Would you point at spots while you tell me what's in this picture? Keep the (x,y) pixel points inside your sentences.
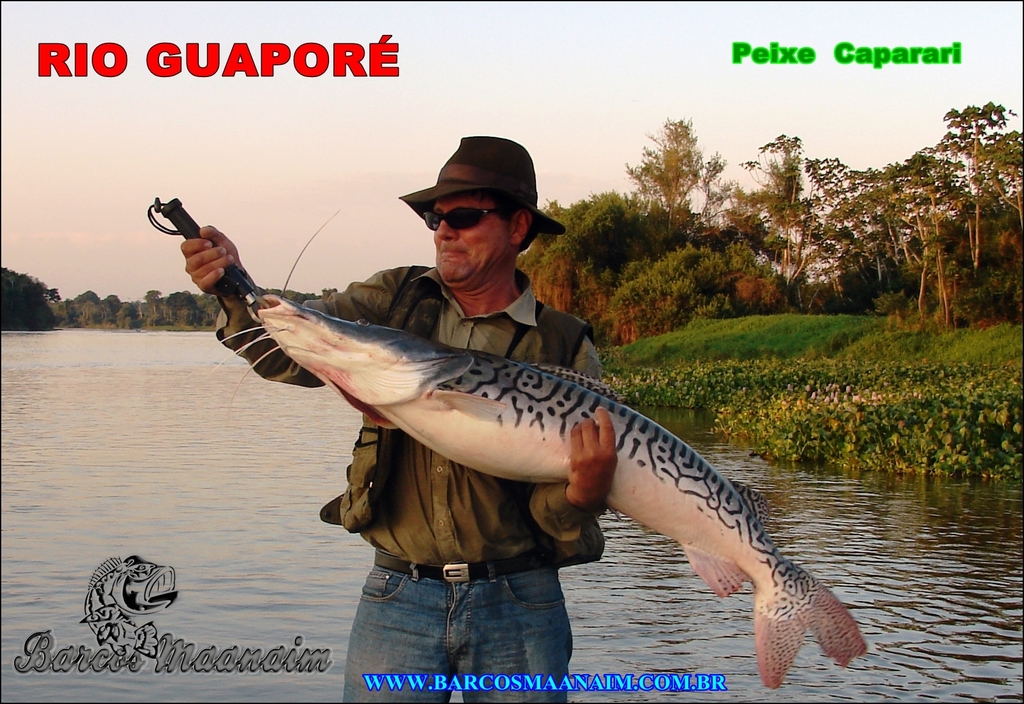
In this picture there is a man (458,270) standing and holding a fish (359,409). The man (426,533) is wearing spectacles (462,214) and brown color hat (465,187) on his head (470,219). In the background (205,369) there is a river (69,480). We can observe some trees (604,271) and plants (732,373) in the background (720,303). There is a sky (293,124).
